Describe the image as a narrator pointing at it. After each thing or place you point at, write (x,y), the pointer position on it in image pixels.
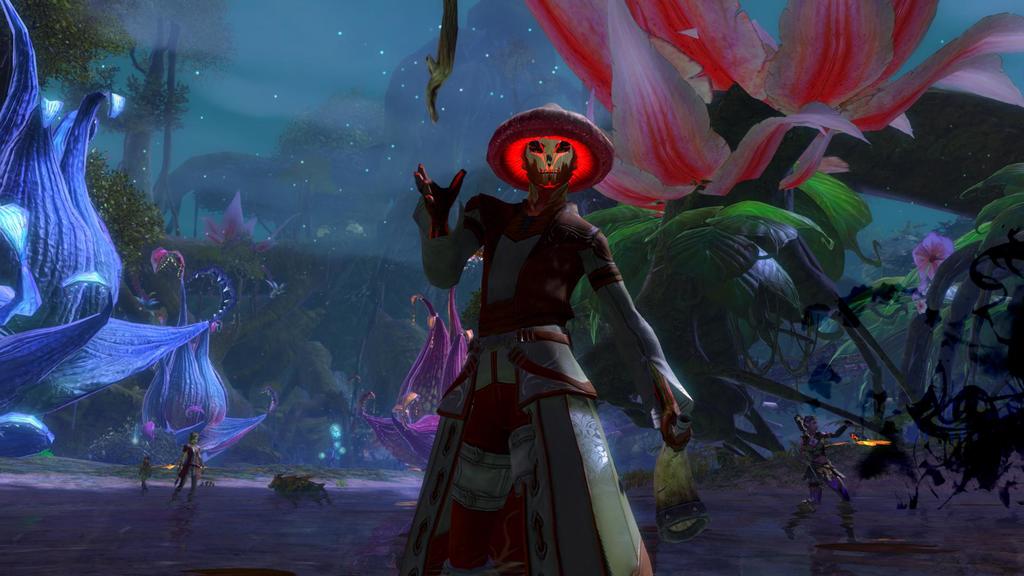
This is an animated image, in it we can see there are people (510,314) standing, wearing clothes (491,482) and this person (595,244) is wearing a hat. There are trees (109,36), flowers (7,250) and leaves (769,279).
